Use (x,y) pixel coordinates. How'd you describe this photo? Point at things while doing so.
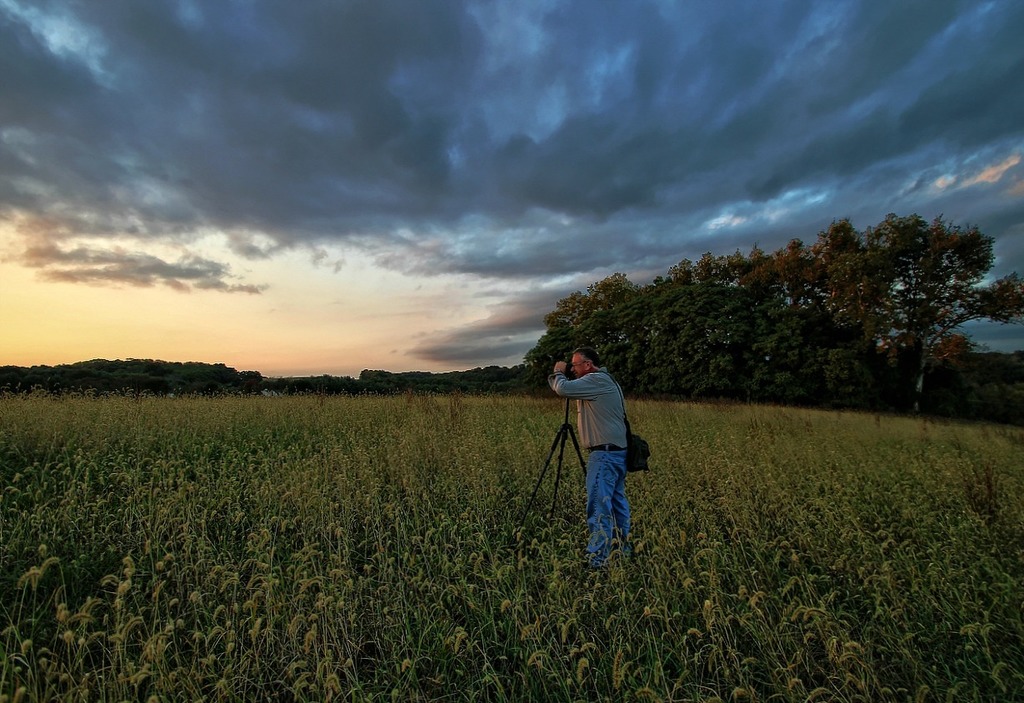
In this image there are plants (538,515). In the center (592,435) there is a person (609,479) standing and holding a camera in his hand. In the background (421,391) there are trees (677,339) and the sky (738,137) is cloudy and in the center (570,430) there is a stand (559,439) which is black in colour.
